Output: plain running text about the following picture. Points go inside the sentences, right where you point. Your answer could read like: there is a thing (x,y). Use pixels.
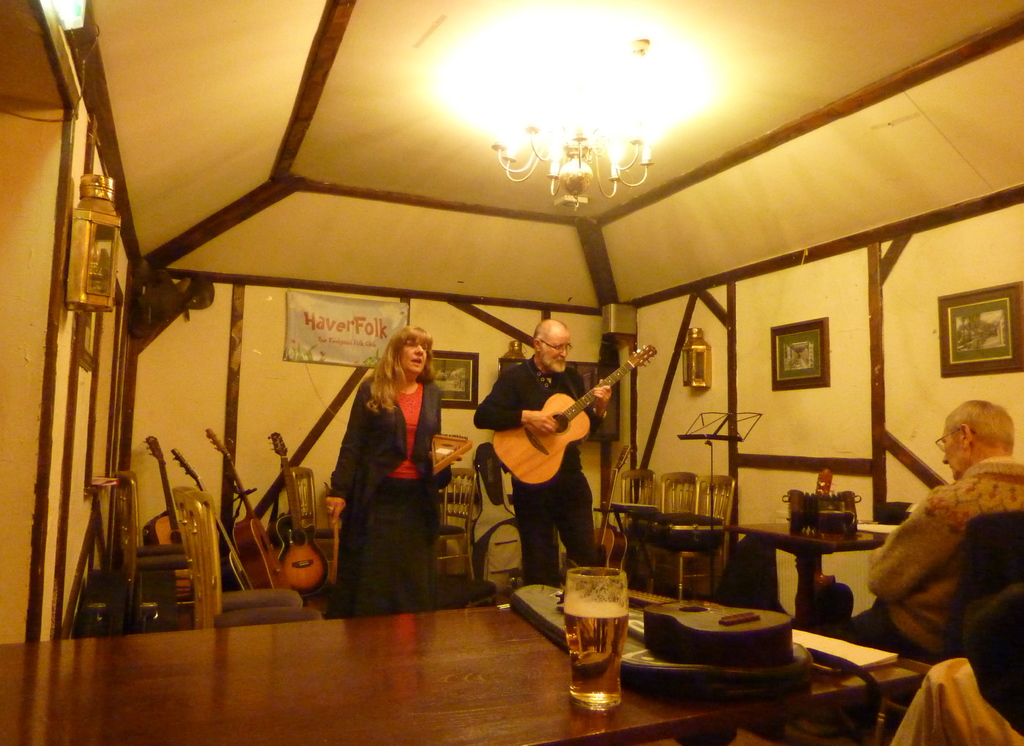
This is an inside view. ON the bottom of the image (360,703) I can see one table (496,704). On this table (503,685) there is a glass of beer (593,646). In the middle of the image (498,424) I can see one man (517,400) and woman (397,440) are standing. The man (482,425) is playing the guitar (541,434). On the right side of the image (937,515) I can see another man (918,574), he's sitting on the chair (980,591). In the background (169,537) I can see few more guitars (225,535) are placed on the floor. There are some frames (979,335) attached to the wall (905,343). On the top of the image (572,142) I can see a chandelier (554,169).
